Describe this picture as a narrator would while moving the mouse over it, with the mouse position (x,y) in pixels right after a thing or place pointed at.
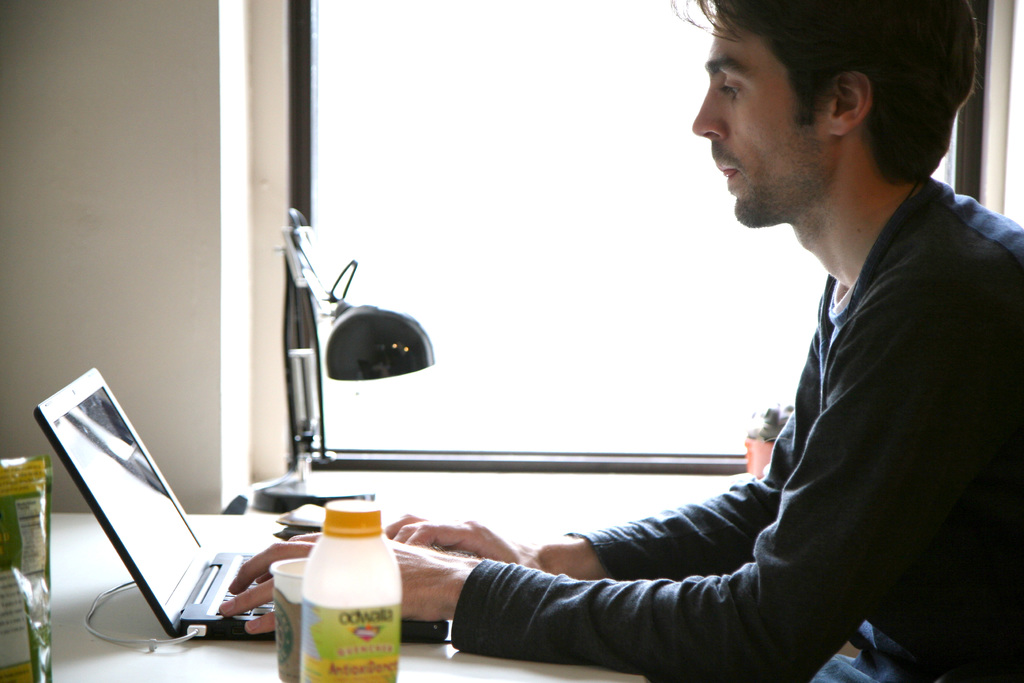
In this image i can see a man (818,180) who is sitting on a chair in front of a table (253,655). On the table (125,598) we have a laptop (166,499), lamp (315,390) and other objects (315,584) on it.
